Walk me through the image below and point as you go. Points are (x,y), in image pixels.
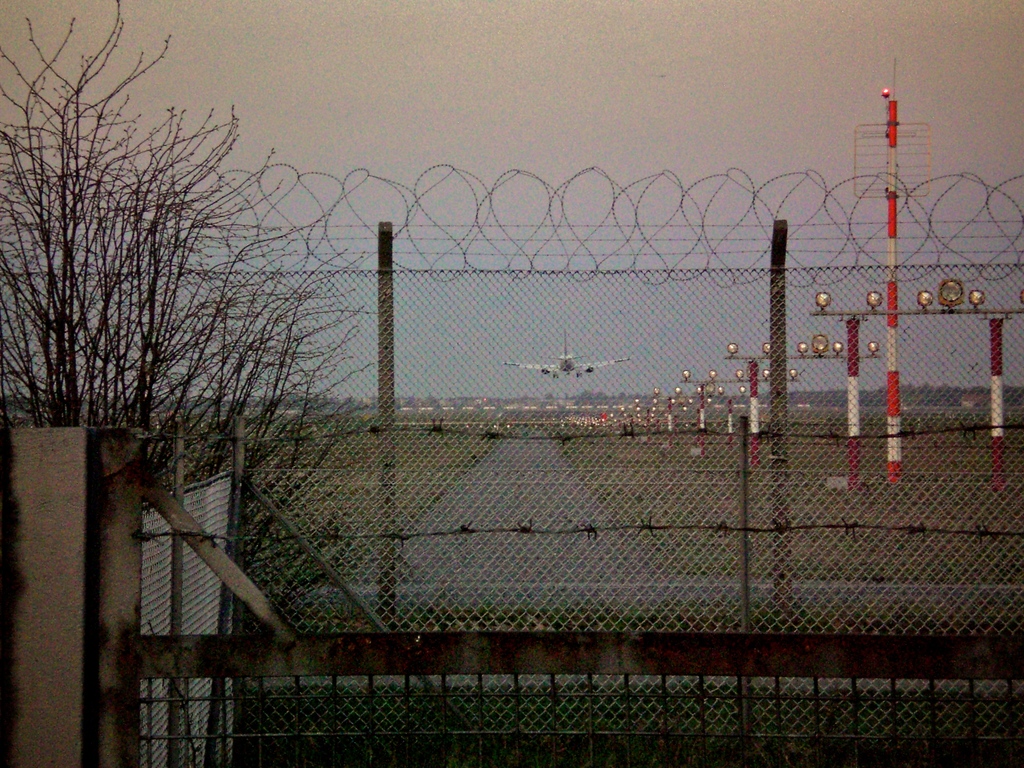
At the bottom of this image (374,674) there is a metal frame (178,652) and two barbed wires (336,532) are attached to a wall (40,613). Behind there is a net fencing (503,455). On the left side (142,337) there is a tree (181,337). In the background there are many poles (853,390) and a road (519,475). Here I can see an aeroplane (570,372) flying in the air (584,358). At the top of the image (612,74) I can see the sky (636,45).
